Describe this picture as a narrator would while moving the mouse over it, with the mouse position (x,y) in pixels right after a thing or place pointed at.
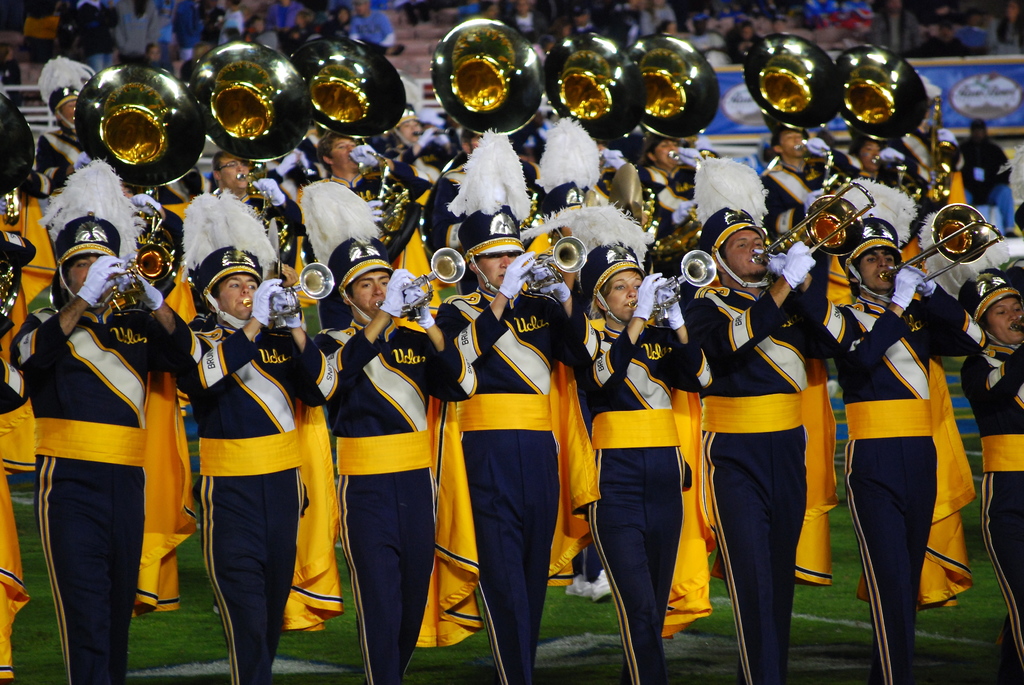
In this picture I can see number of people (438,127) in front (507,169) and I see that they're wearing same dress (281,411) and holding musical instruments (13,105) and they're on the grass (546,614). In the background (185,75) I can see few more people (291,22).
